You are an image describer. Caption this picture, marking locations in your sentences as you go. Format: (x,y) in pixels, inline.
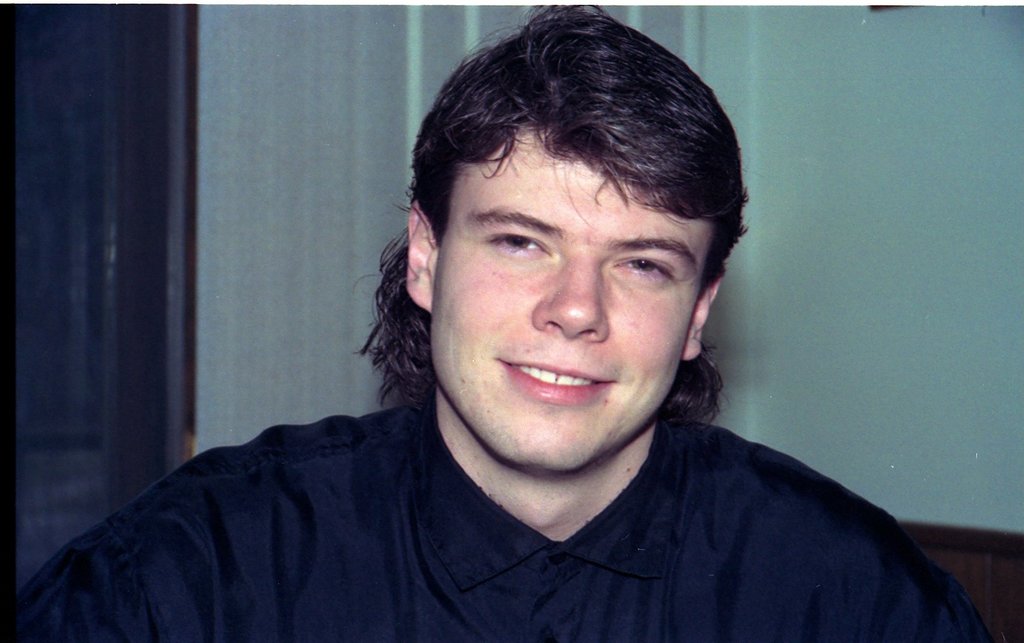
In this image there is a man (547,430) in the middle (505,427). In the background (862,228) there is a wall (863,163). On the left side (117,246) it looks like a door (61,302).
